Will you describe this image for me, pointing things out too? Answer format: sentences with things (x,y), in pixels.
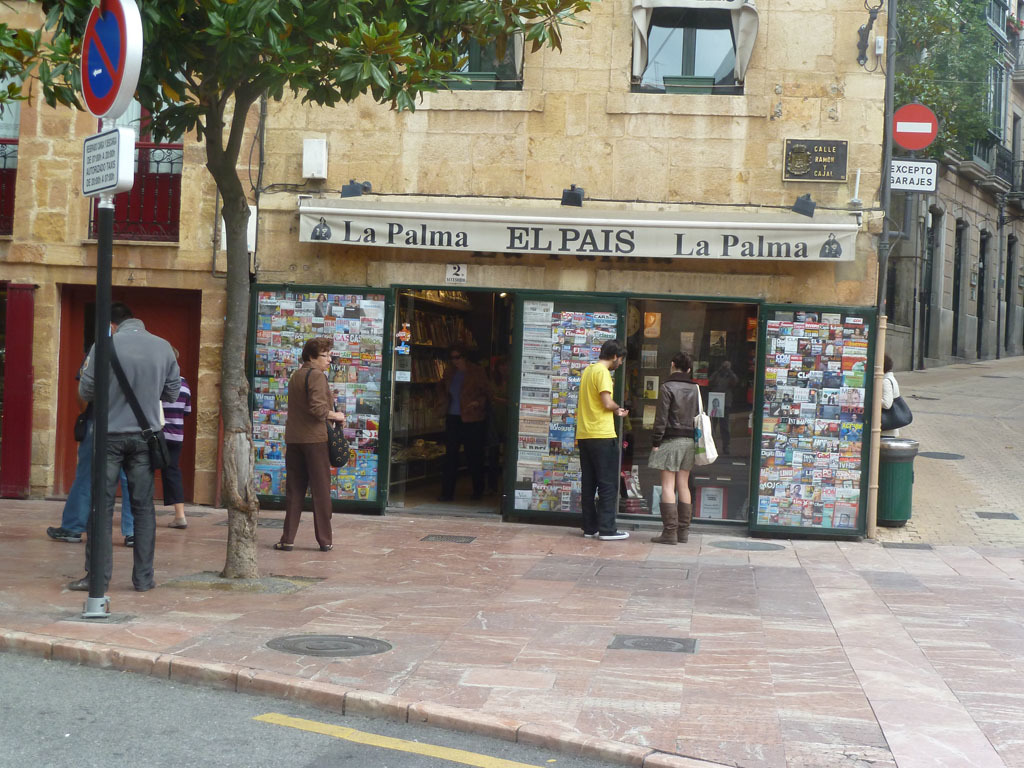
In this image we can see a building (971,256), people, poles (877,504), boards (106,144), road (178,761), footpath (820,618), tree (332,18), books (373,346), and other objects (711,445).
